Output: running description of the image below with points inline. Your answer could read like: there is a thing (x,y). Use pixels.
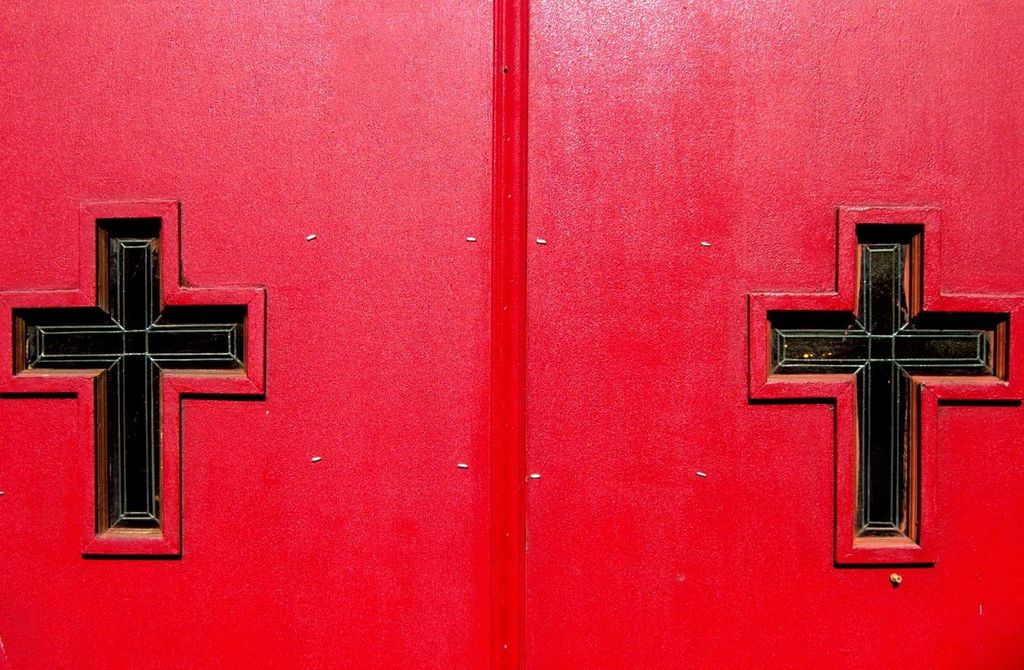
In this picture we can see two cross mark (776,344) on red wall (694,394). In the middle (513,378) we can see wooden stick (525,264).
